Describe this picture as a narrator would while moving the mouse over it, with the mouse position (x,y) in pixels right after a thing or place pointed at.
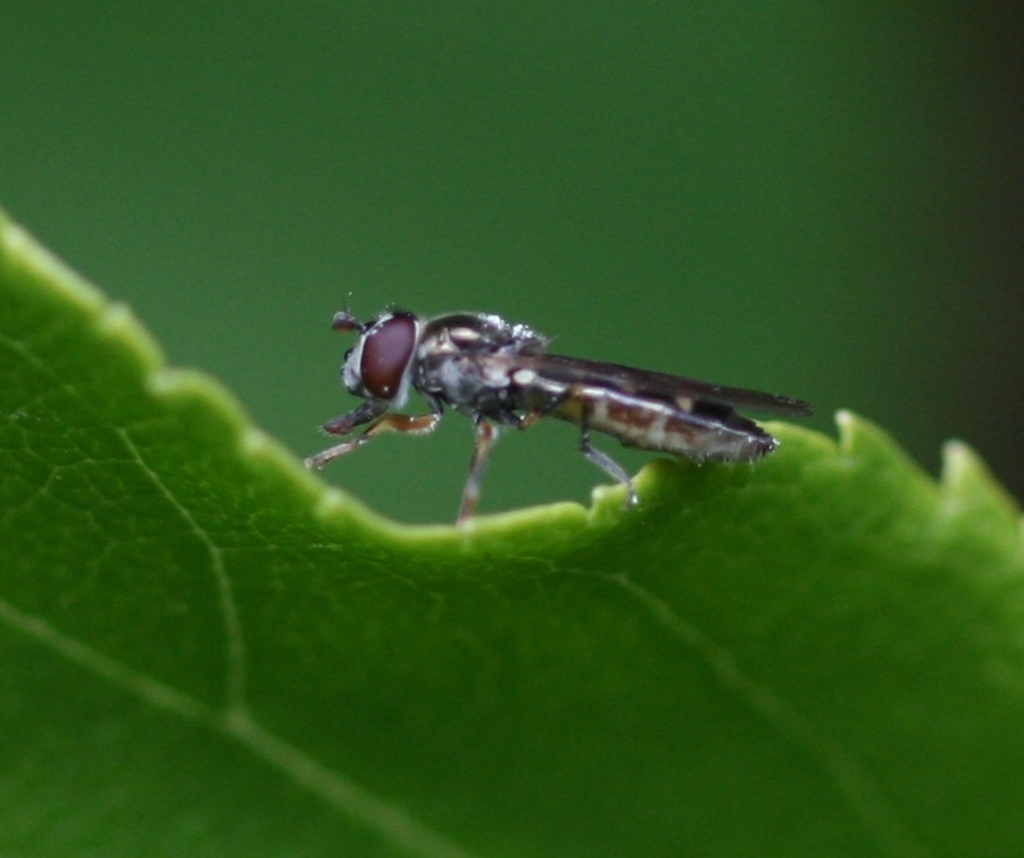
There is a fly (645,400) standing on the green color leaf (68,327). And the background (953,116) is blurred.
